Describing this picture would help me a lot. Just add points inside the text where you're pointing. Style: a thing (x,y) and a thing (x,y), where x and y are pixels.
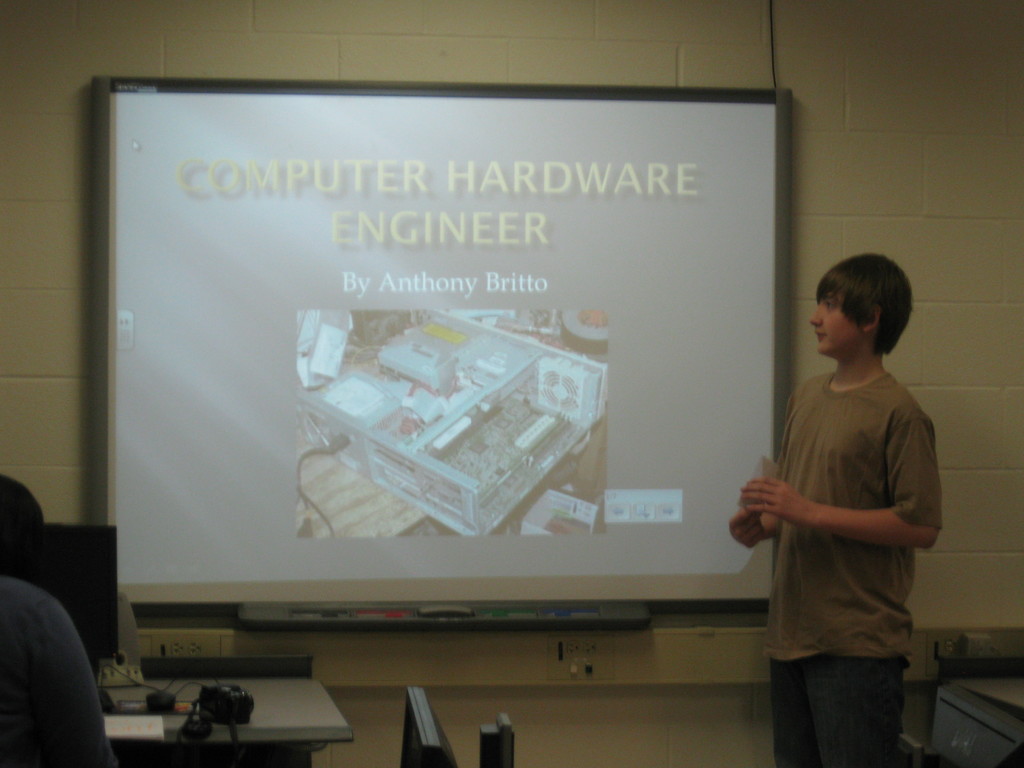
In the image there is a boy (816,432) in brown t-shirt (811,473) standing in front of screen (457,559), on the left side (286,690) there is a table (261,736) with switch board (102,678) on it.
